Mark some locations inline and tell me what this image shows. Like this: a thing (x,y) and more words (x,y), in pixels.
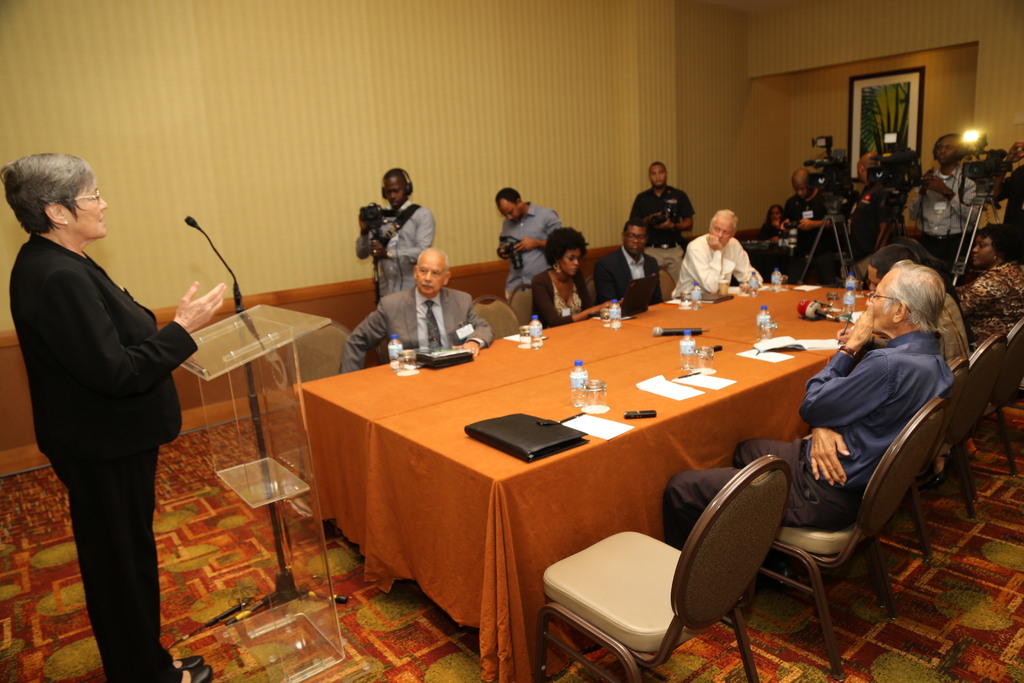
Persons (548,268) are sitting on the chair (805,557) and on the table (726,408) we have bottle (689,363), paper (664,385), file (527,433), glass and people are standing holding camera (901,187), on the wall (958,112) photo frame (890,106), person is standing.
